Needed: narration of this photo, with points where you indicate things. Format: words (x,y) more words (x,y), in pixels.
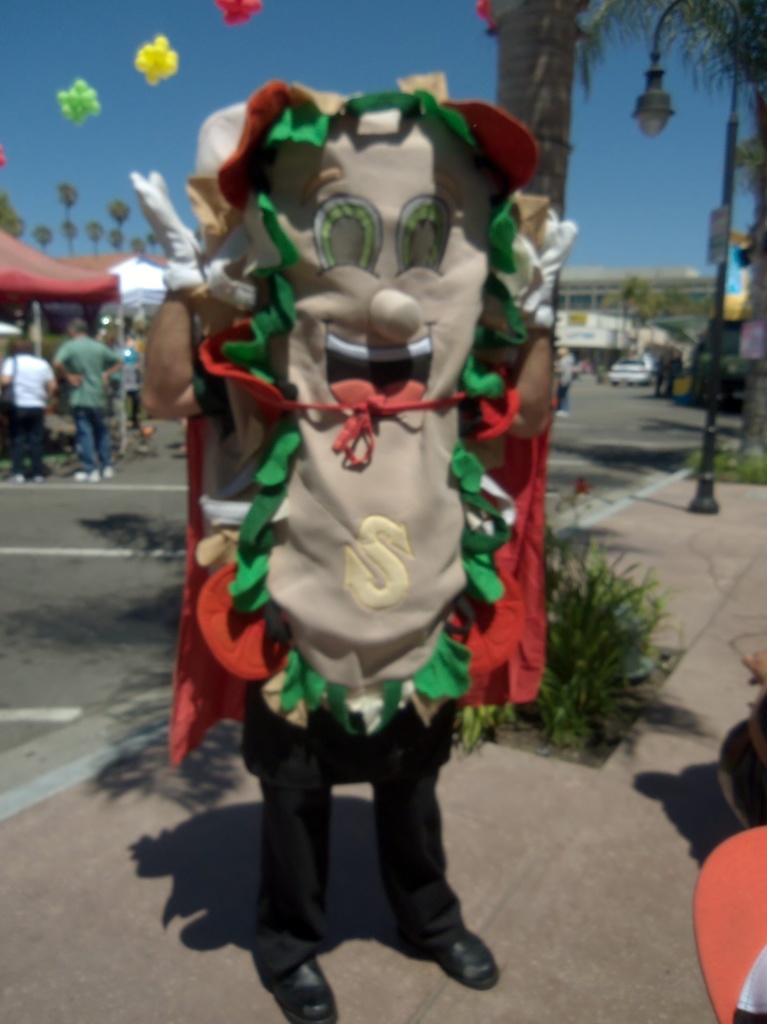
This picture describes about group of people (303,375), in the middle of the image (310,569) we can see a person (358,693) and the person (398,549) wore a costume (309,438), in the background (554,185) we can see few poles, lights (657,79), trees (550,140), vehicles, tents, buildings (644,278) and balloons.
